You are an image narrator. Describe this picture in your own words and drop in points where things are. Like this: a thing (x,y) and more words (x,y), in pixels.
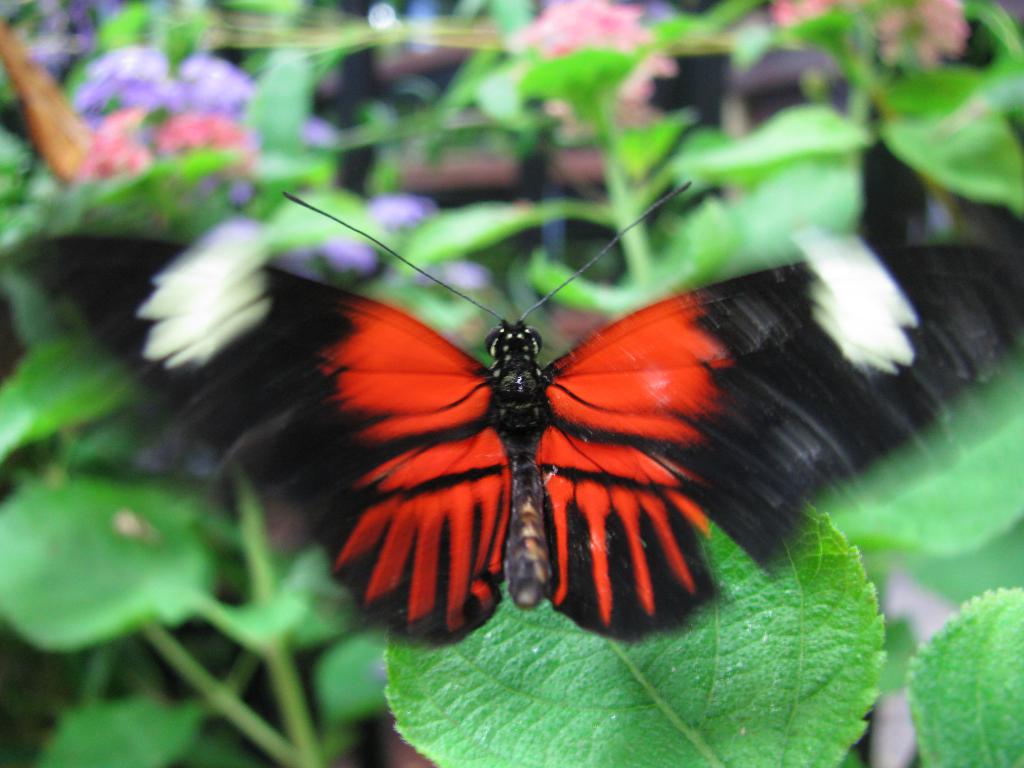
In the picture we can see a butterfly (935,387) sitting on a leaf (589,717) and in the background (967,444), we can see many plants (630,174) which are not clearly visible.
